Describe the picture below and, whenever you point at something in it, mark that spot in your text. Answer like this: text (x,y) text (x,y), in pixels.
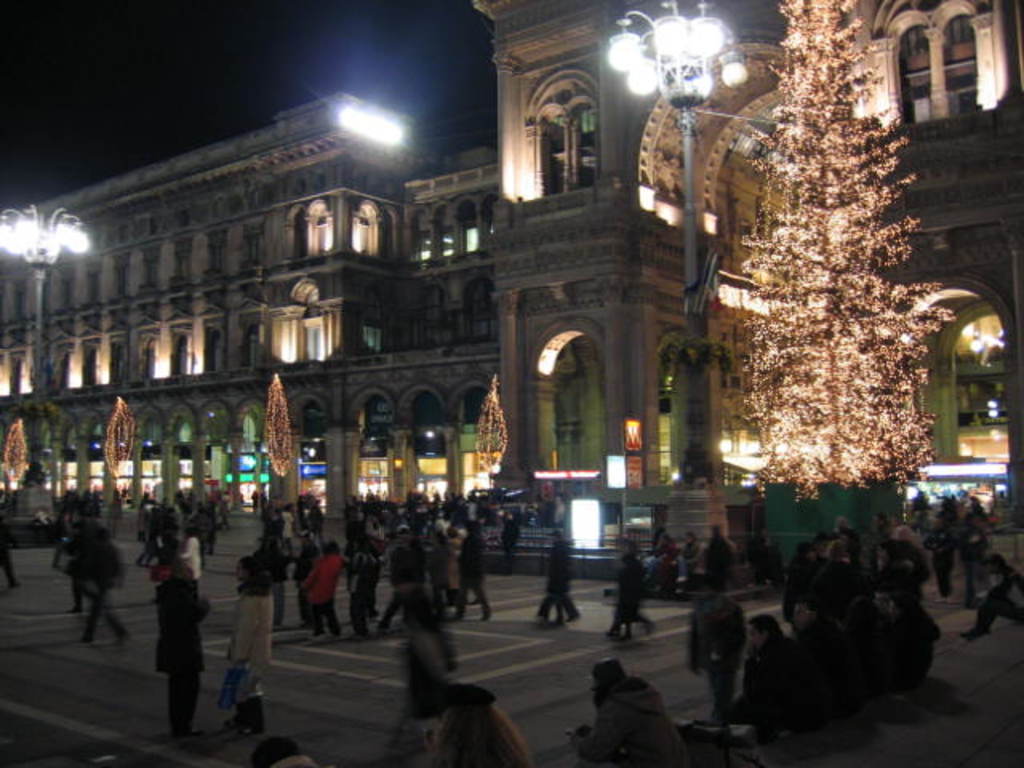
In this picture I can see the path (236,556) in front (72,575) on which there are number of people (186,620) and in the middle of this picture (510,277) I see the buildings (715,104) and the lights (771,367) and I see that it is dark in the background (274,75).
